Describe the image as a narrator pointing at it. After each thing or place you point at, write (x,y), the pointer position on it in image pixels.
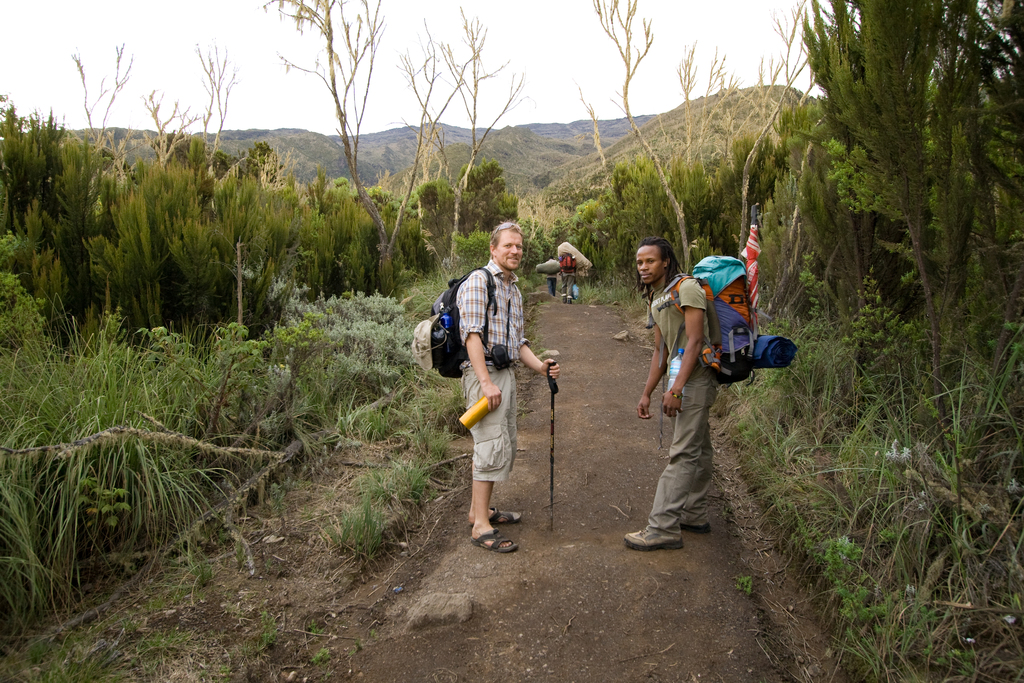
In this image, we can see a few people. We can see the ground (222,575). There are some trees (328,282), plants (341,401) and grass (353,491). We can also see some hills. We can see the sky (409,116).
